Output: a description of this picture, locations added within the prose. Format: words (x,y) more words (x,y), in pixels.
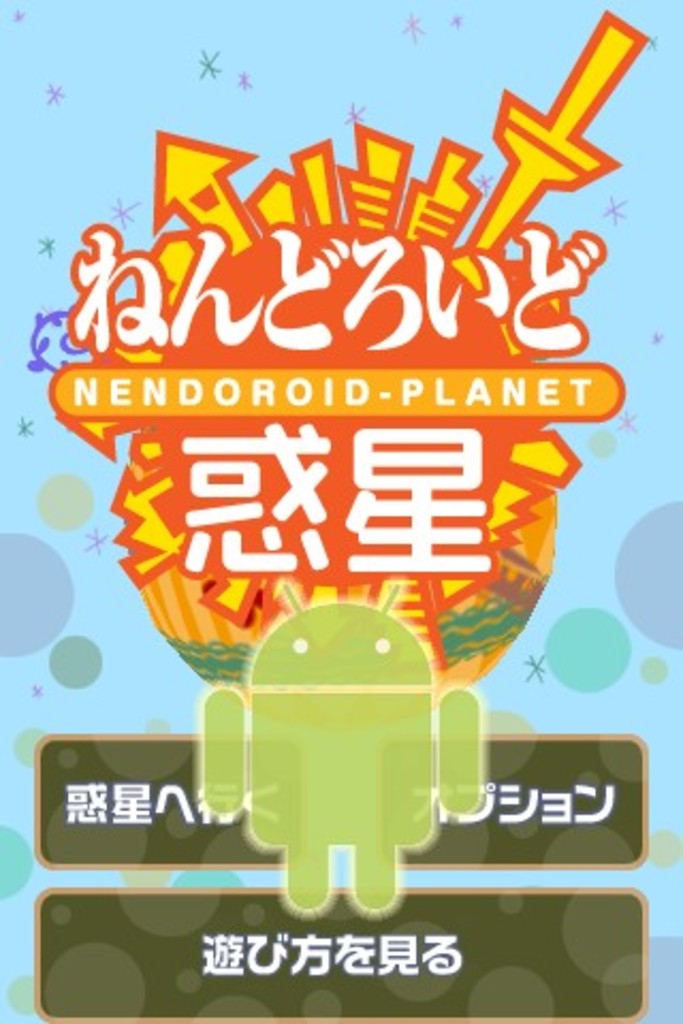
In this image we can see an advertisement (252,542).
